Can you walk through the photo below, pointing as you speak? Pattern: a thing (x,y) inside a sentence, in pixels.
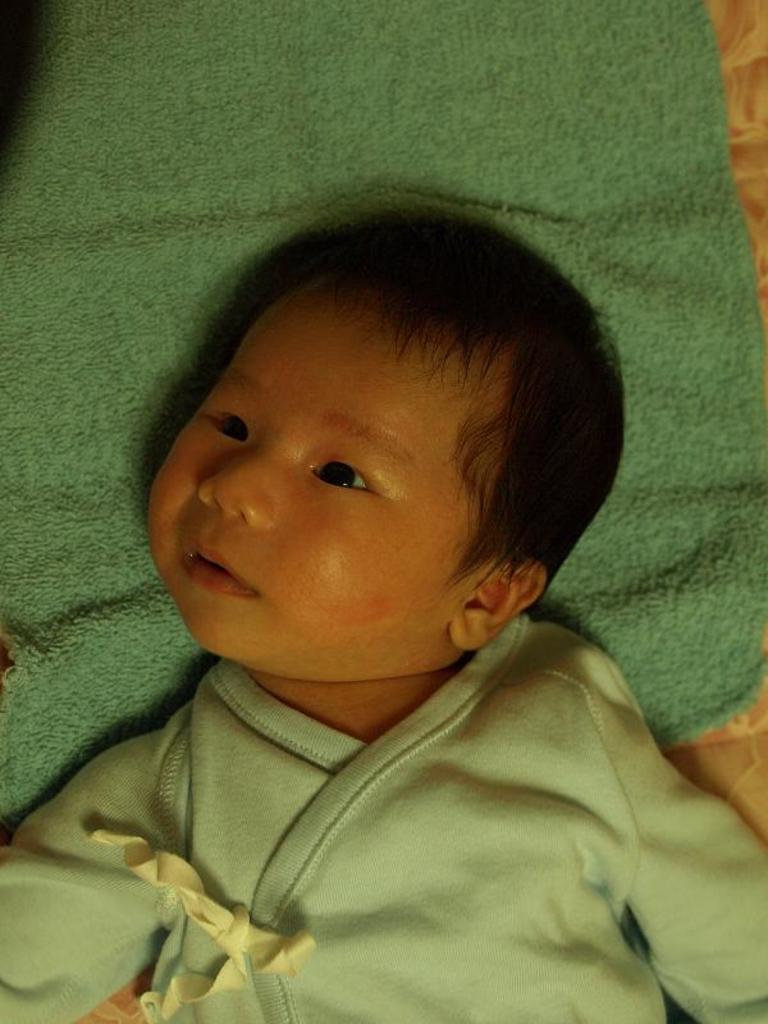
In this picture we can see a baby (344,523) and green color cloth (412,29).
